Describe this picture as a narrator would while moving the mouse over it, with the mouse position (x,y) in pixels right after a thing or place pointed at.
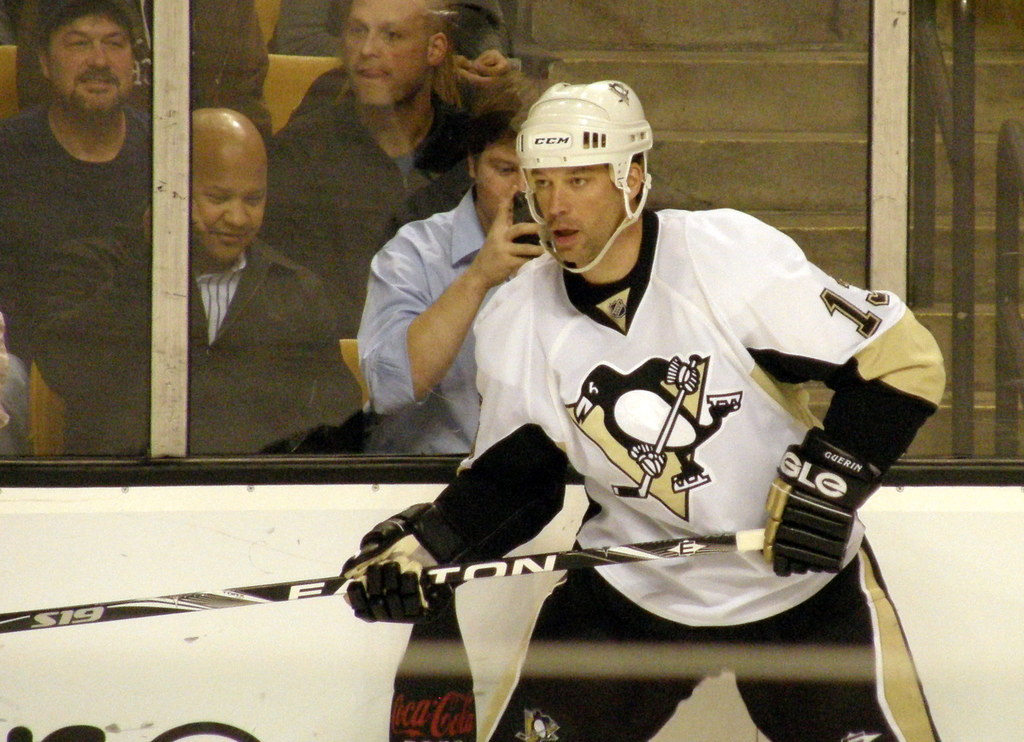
This man (721,438) wore a helmet (606,145) and holding a stick (685,551). Through this glass windows (227,341) we can see people (124,193) and steps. This man (487,192) is holding a mobile (520,205).
